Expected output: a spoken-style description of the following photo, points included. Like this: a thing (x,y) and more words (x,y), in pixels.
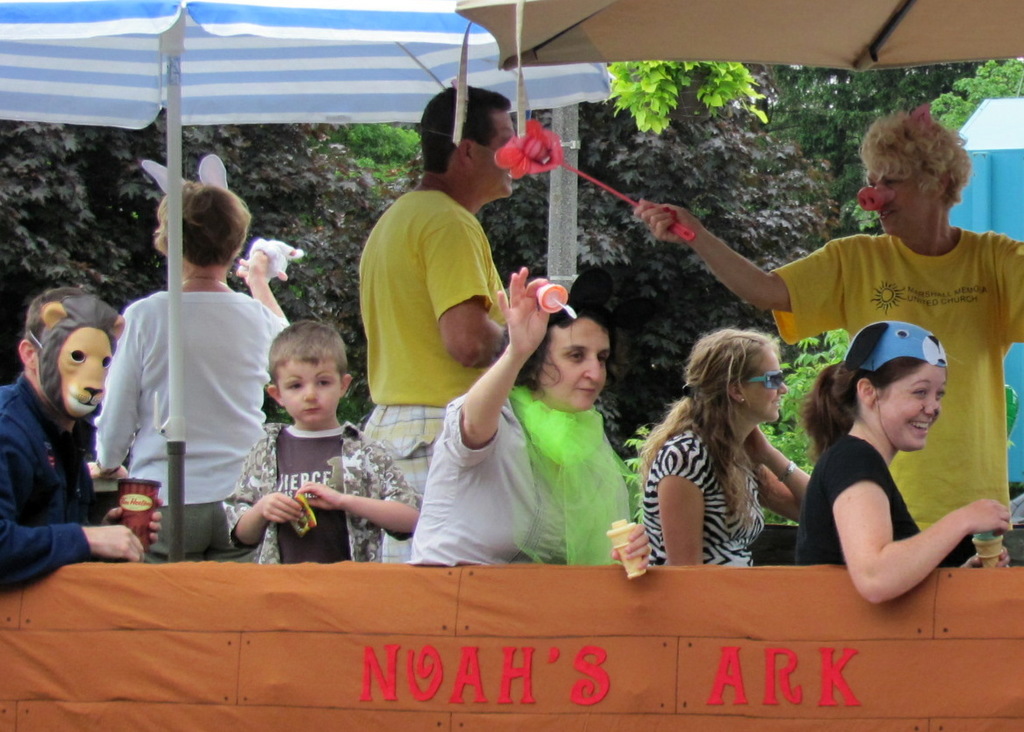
In this image I can see few people (793,303) are holding something and wearing masks (62,333). Back I can see few umbrellas (714,29) and trees (851,77).
